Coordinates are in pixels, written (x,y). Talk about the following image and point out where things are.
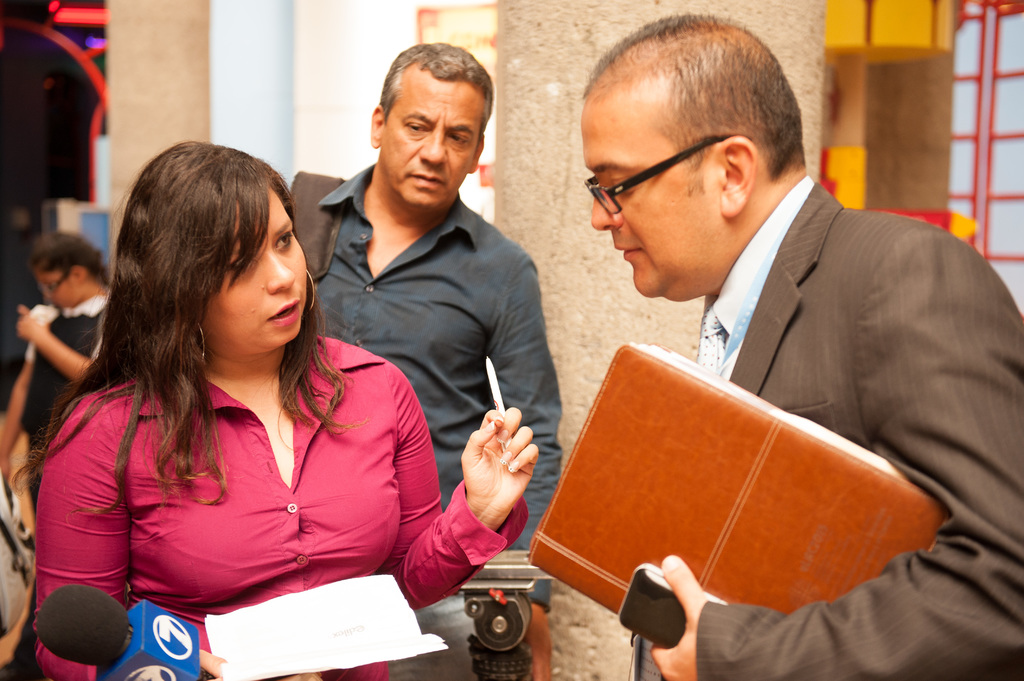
In the image there are men (466,367) and woman (326,382) standing in the front (525,396) holding mic (61,644) and files (721,551) and behind them there is wall (236,71).
